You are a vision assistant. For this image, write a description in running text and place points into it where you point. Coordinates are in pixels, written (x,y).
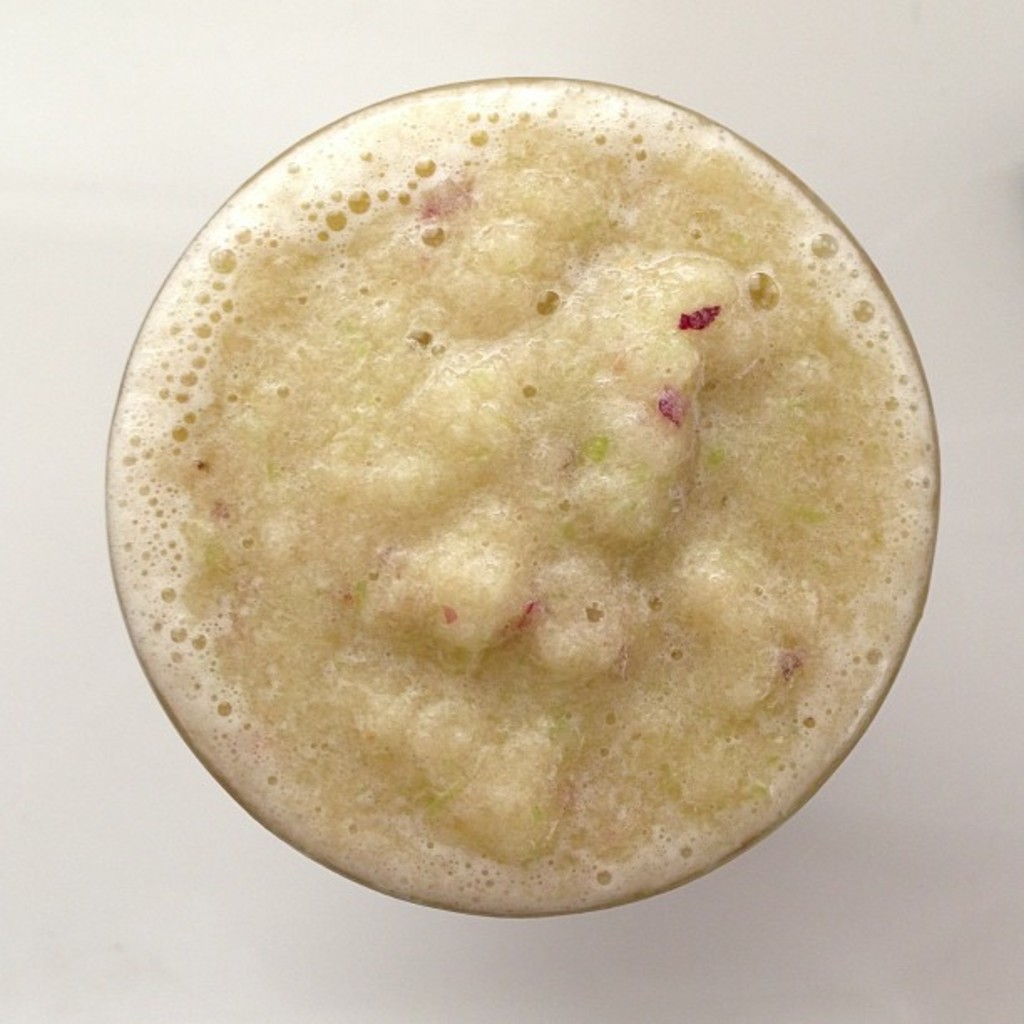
In this image there is a drink (582,473), the background of the image (48,258) is white in color.
